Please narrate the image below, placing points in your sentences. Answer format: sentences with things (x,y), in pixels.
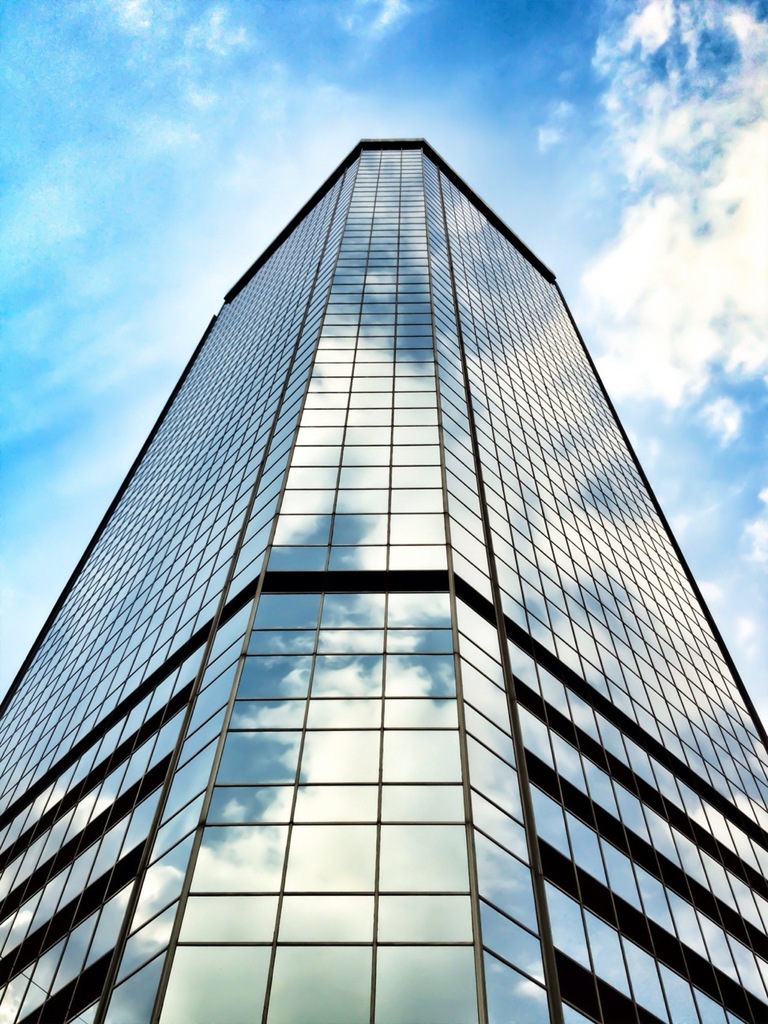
In this image I can see a glass building (217,615), background (199,156) the sky (338,80) is in blue and white color.
